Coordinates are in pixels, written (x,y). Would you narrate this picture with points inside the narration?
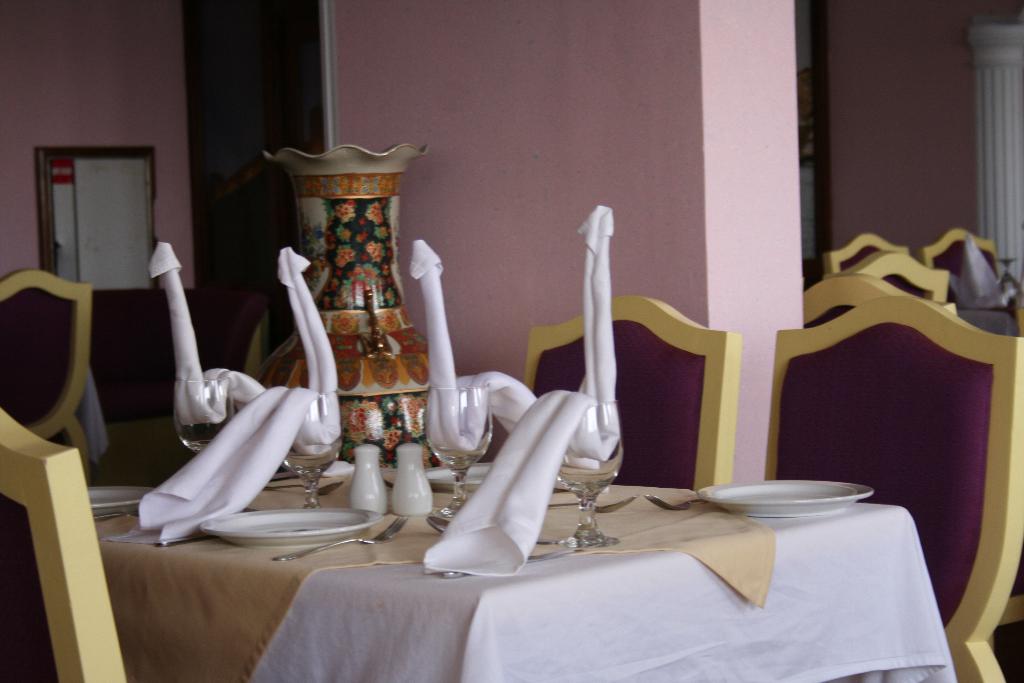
In this picture we can see chairs (671,413) and a table (473,589), there are some clothes (501,471), glasses (212,435), plates (274,525), forks (663,504) and spoons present on the table (531,583), in the background (487,68) there is a wall (934,141), we can see a pillar (987,159) here.
